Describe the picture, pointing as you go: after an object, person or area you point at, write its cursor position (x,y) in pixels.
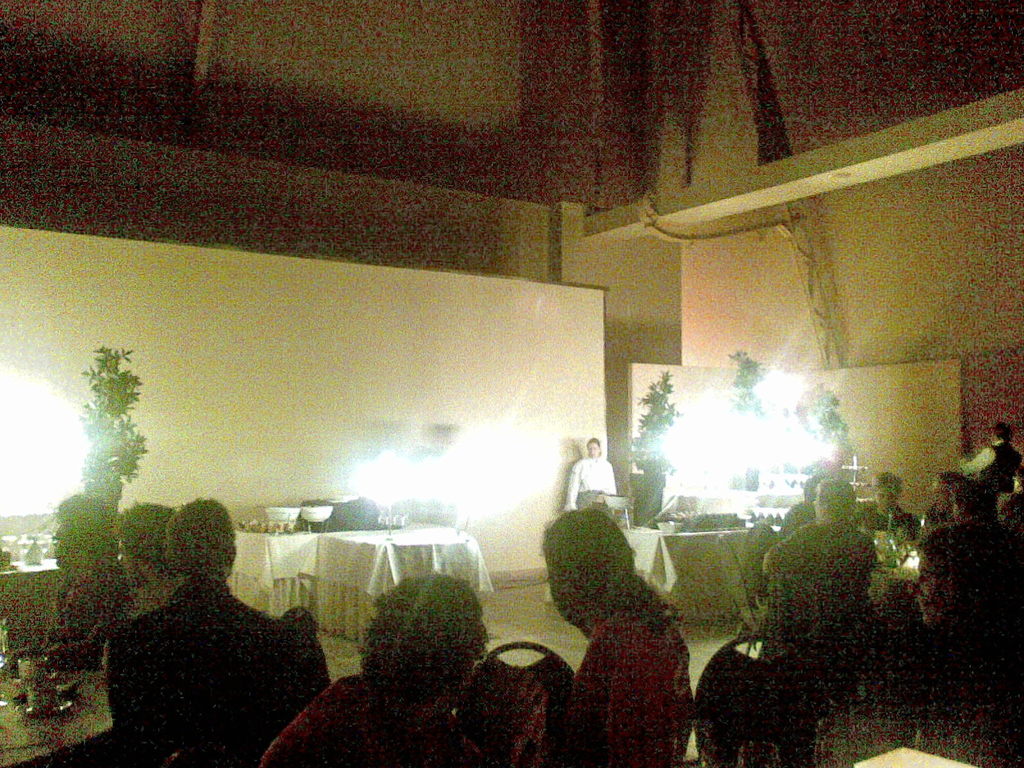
There are persons (985,494) sitting on chairs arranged on the floor (353,638), on which there are tables (395,564) arranged. In the background (831,400), there are plants (650,419), lights (506,469), a person (582,466) and there is a wall (545,497).
